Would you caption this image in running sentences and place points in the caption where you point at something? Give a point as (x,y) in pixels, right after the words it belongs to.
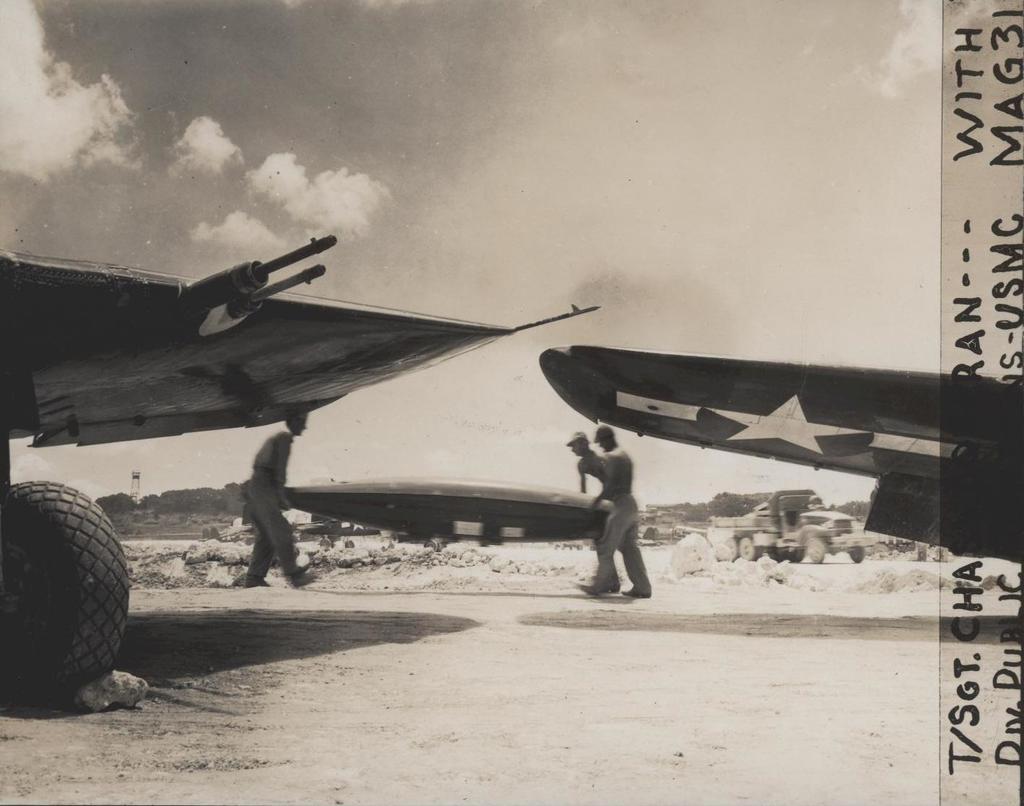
In the left (103,327) and in the right (893,390) there is a part of airplane (681,431) visible and in between there are three persons (640,580) moving an object (501,526). At the bottom (513,552) ground (493,712) is present and at the top (402,88) there is a cloudy sky (462,73). There is also vehicle (788,502) and some stones (752,577) in this image.
